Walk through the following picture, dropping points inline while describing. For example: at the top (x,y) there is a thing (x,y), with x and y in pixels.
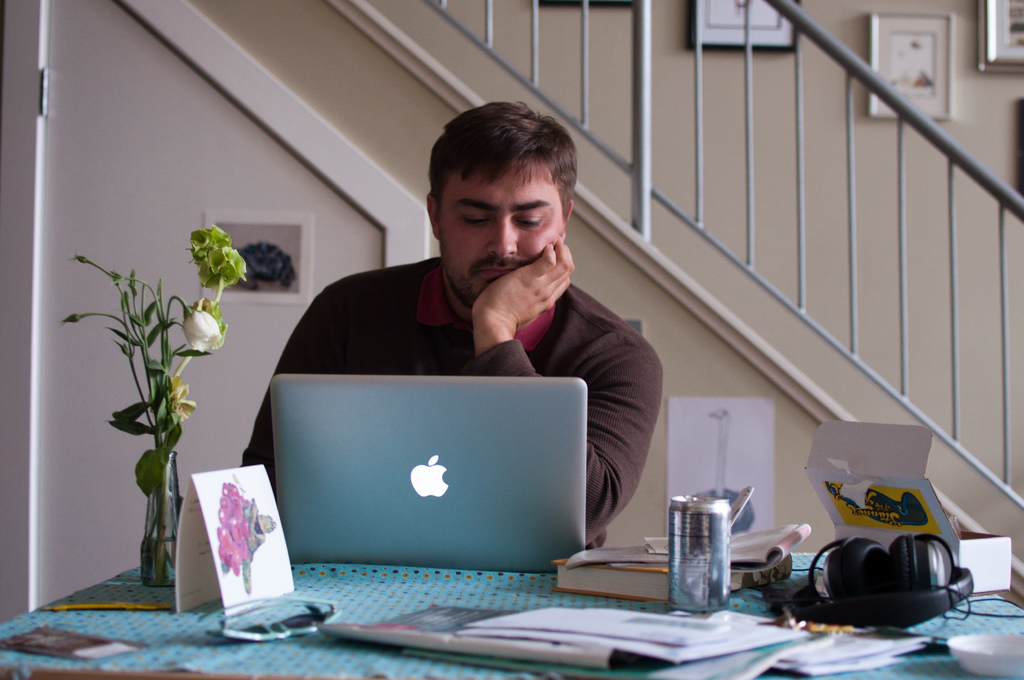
As we can see in the image there is a white color wall (113,142), stairs (944,155), photo frame (1004,25), chair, a man (613,371) sitting over here and a table (268,659). On table (323,667) there is a laptop (412,425), flask (165,458), papers (639,639), headset (842,573) and tin (683,555).
